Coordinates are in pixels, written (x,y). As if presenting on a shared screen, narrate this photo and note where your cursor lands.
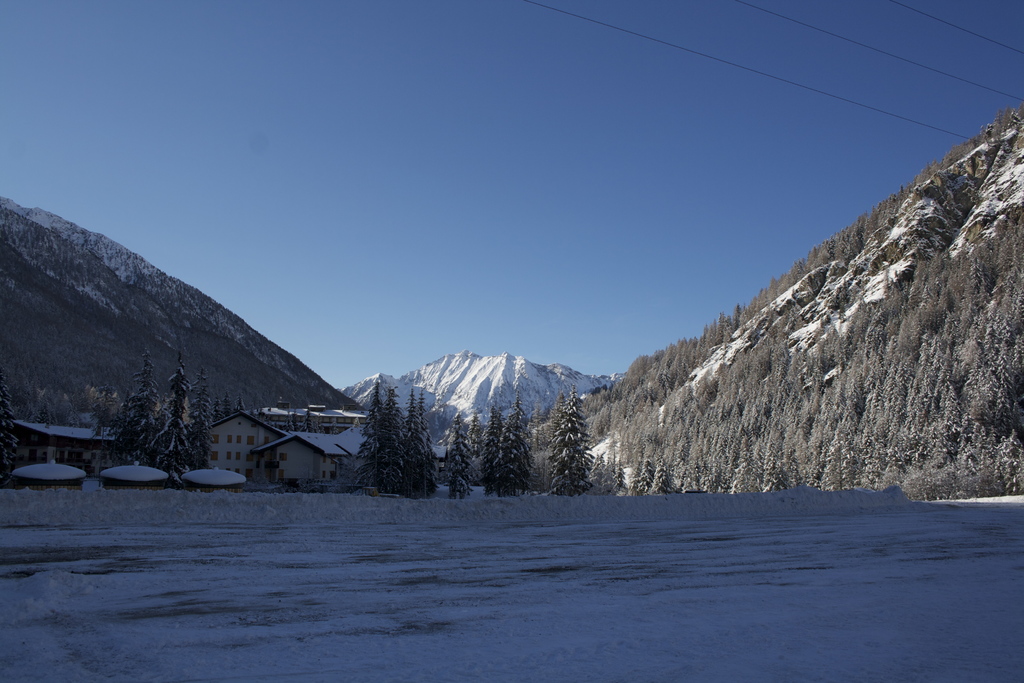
In this image I can see the ground (526,591), some snow (536,613) on the ground (592,495), few trees (494,455) which are green in color and few buildings (243,440). In the background (246,361) I can see few mountains (208,302), few trees (736,369) on the mountains (803,378), some snow (455,376) on the mountains (557,377) and the sky (537,169).
